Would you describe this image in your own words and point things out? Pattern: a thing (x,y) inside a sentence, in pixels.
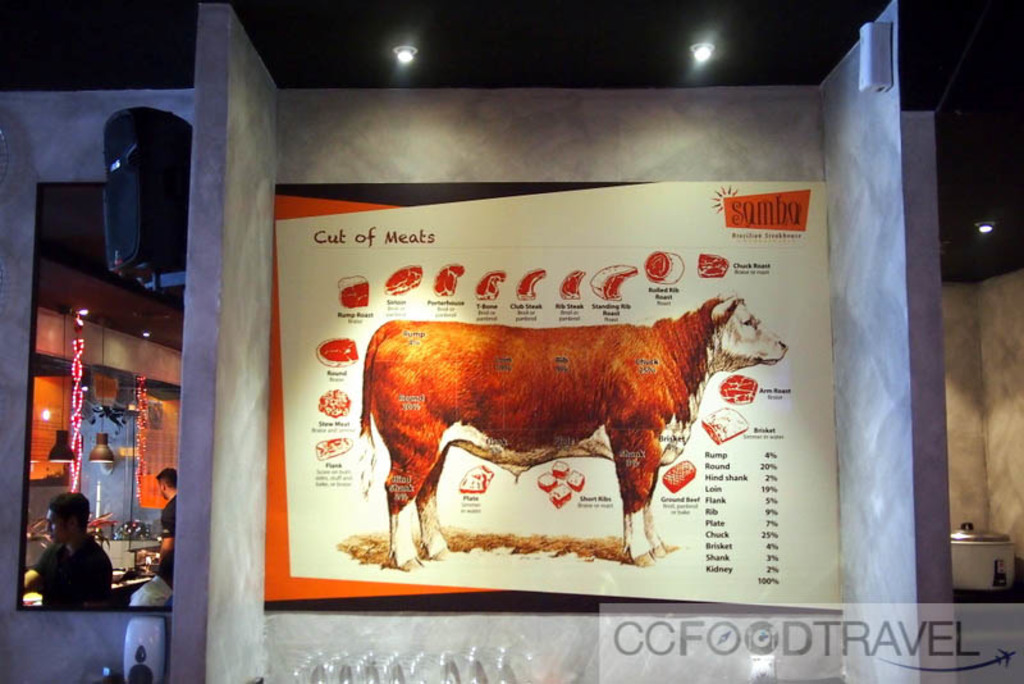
In this image, we can see a poster (540,400) with some image (551,381) and text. We can also see the wall (514,115). We can see a container (984,556) on the right (964,580). There are a few people (59,595) on the left (104,561). We can see some lights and objects (146,623). We can see some objects (164,632) attached to the wall (210,72). We can also see the roof (680,63).
